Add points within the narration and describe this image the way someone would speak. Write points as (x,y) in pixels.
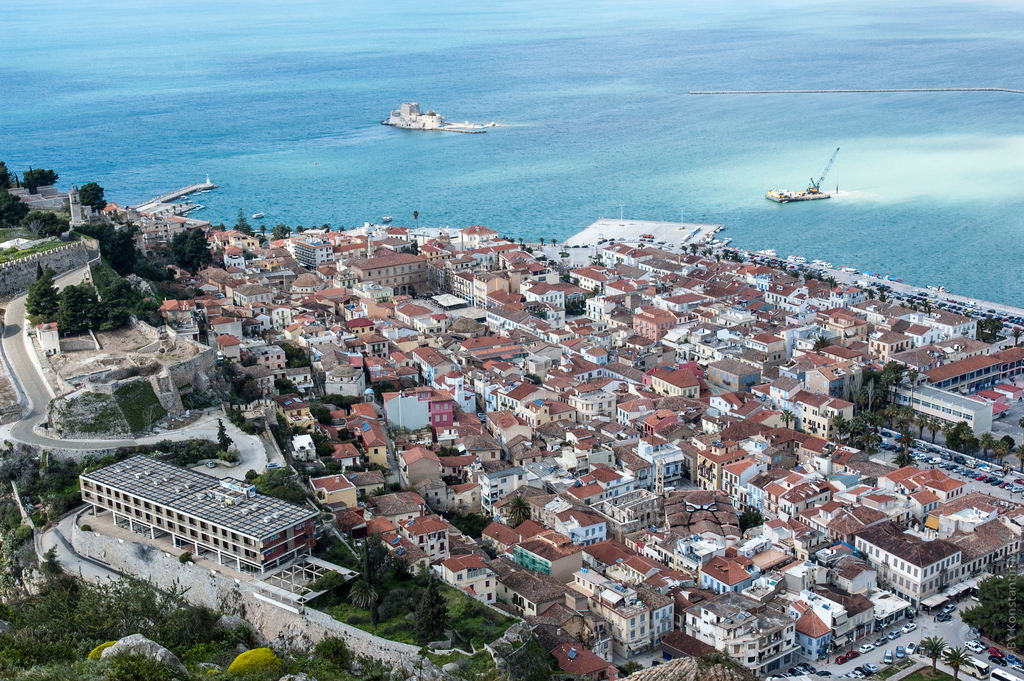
In the picture I can see groups of trees (40,479) and houses (529,395). In the background (796,154), I can see water surface (557,107).
